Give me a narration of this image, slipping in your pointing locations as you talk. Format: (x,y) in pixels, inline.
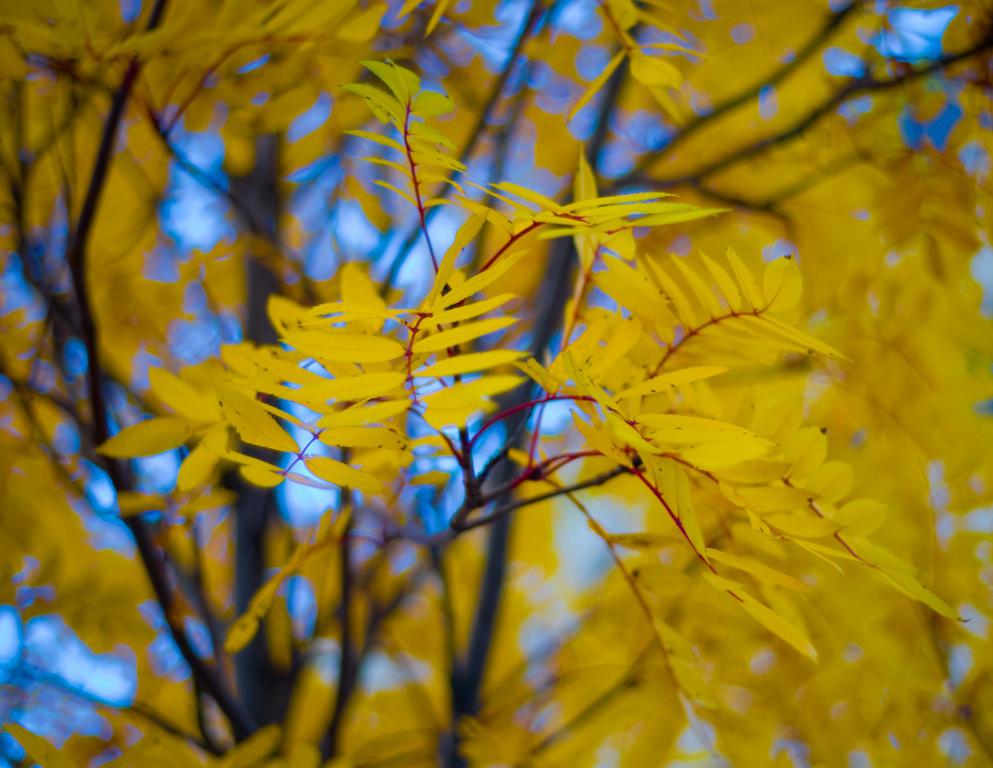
In the middle of this image (353,352), we can see there is a tree (340,344) having yellow color leaves (571,297). In the background (448,218), there is the blue sky (594,59).
